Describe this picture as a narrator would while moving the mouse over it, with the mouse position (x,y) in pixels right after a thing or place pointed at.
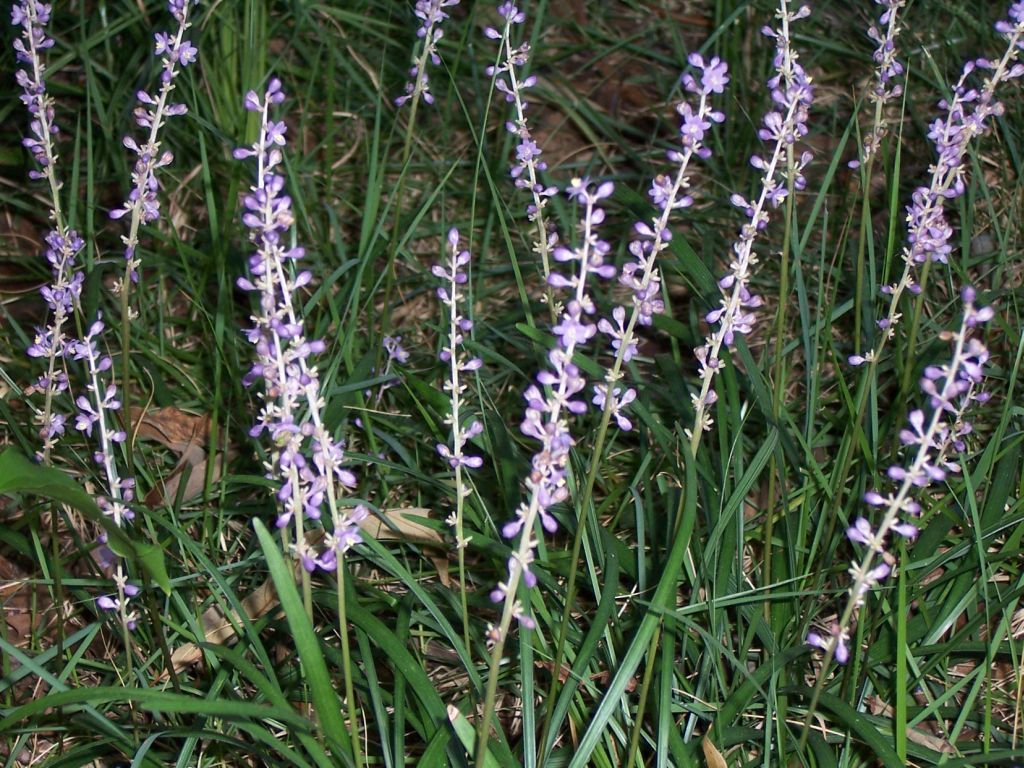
In this image I can see the grass (406,557), few plants (460,580) and few flowers (541,471) which are violet and white in color and I can see the ground (577,142).
